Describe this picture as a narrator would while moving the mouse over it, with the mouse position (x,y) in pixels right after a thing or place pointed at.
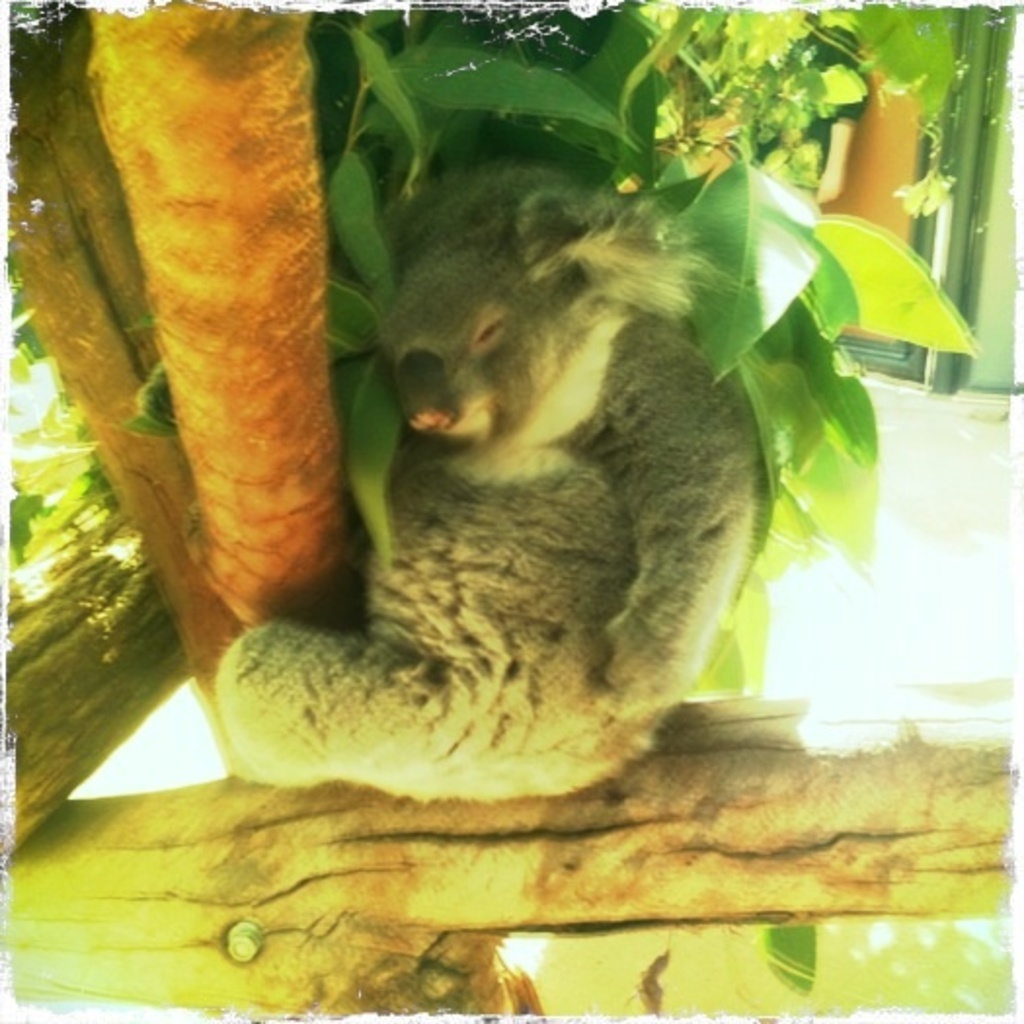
This image consists of an animal (640,624). And we can see a tree (52,621). In the background (986,274), it looks like a door (950,274) and a wall (1008,382). At the bottom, there is a floor (907,977).
